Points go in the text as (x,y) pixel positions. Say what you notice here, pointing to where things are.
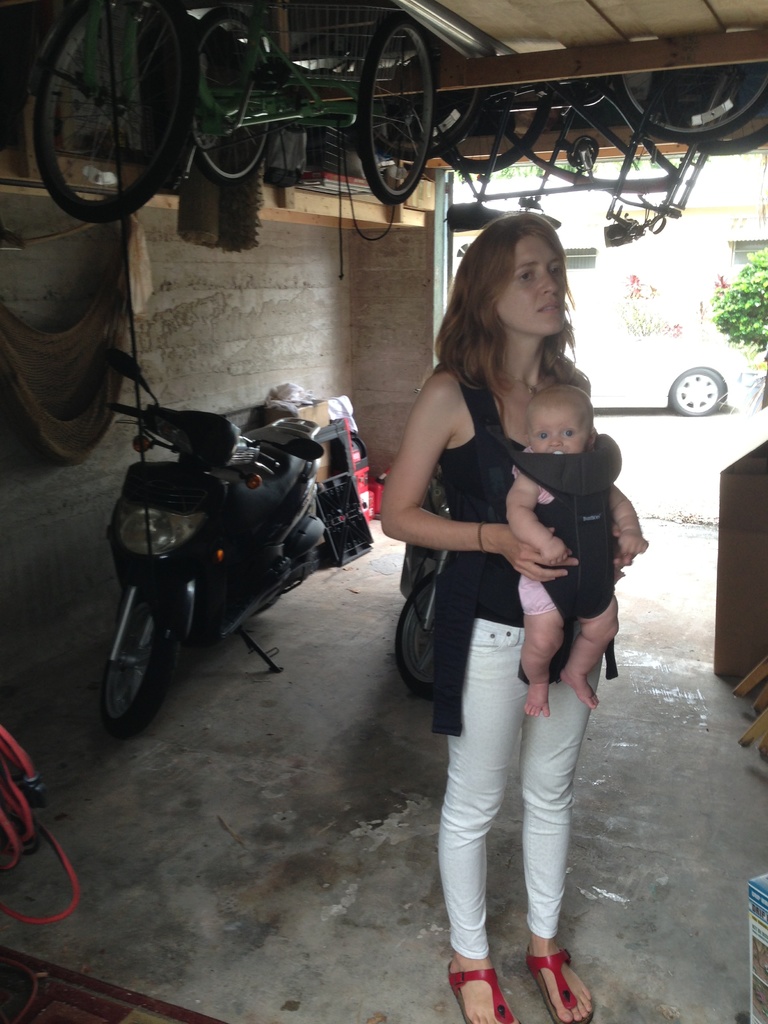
In this picture we can see a woman (517,679) standing and carrying a baby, we can see two bikes (272,569) here, in the background (645,395) there is a car (648,381), we can see some wheels (183,60) at the top of the picture (165,70), on the right side (738,303) there is a plant (749,305).
